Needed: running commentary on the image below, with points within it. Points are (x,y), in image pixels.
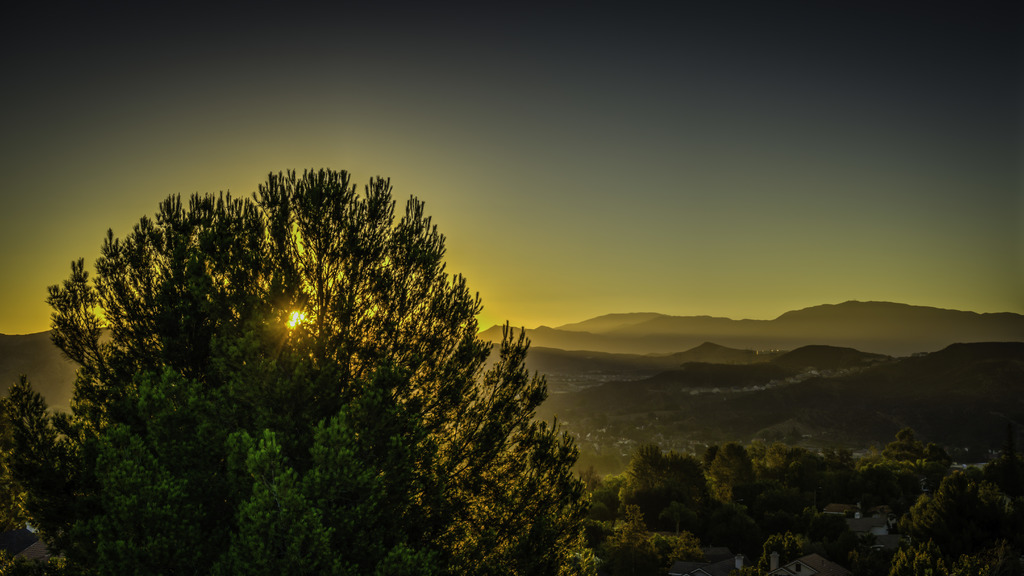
In this picture I can see trees (994,549), there are hills (735,363), and in the background (593,202) there is the sky (612,74).
